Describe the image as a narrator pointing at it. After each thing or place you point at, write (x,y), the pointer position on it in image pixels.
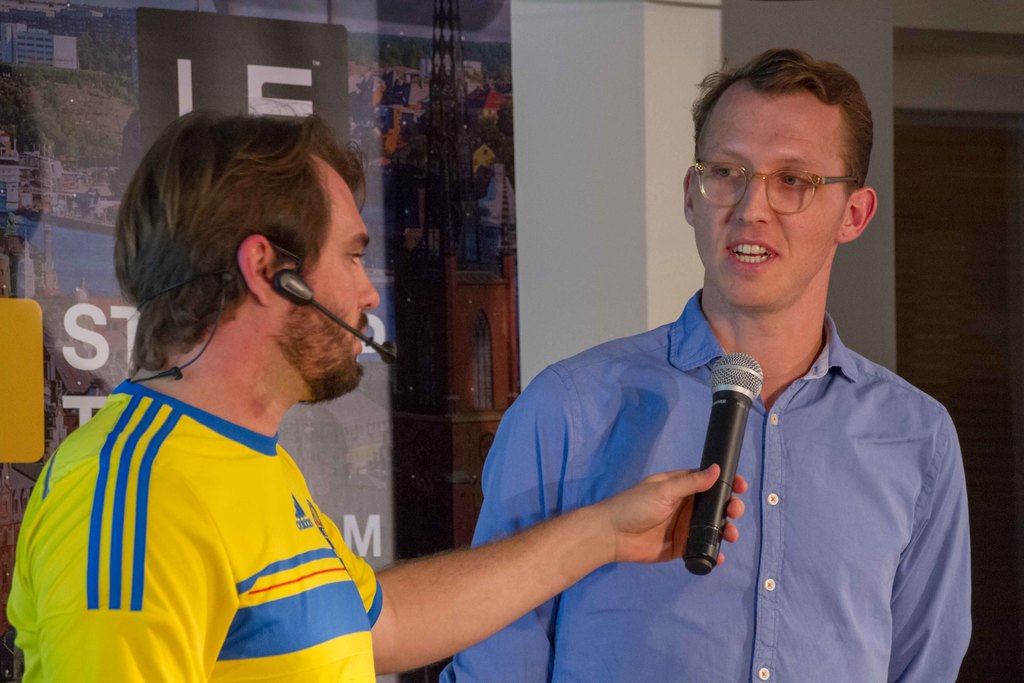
In this image there are two person (769,76) standing and talking in mike (720,436) who are half visible. In the background (505,153) a wall painting (454,127) is visible and a pillar (615,137) of white in color and a door (925,221) visible. This image is taken inside a room (1013,380).
